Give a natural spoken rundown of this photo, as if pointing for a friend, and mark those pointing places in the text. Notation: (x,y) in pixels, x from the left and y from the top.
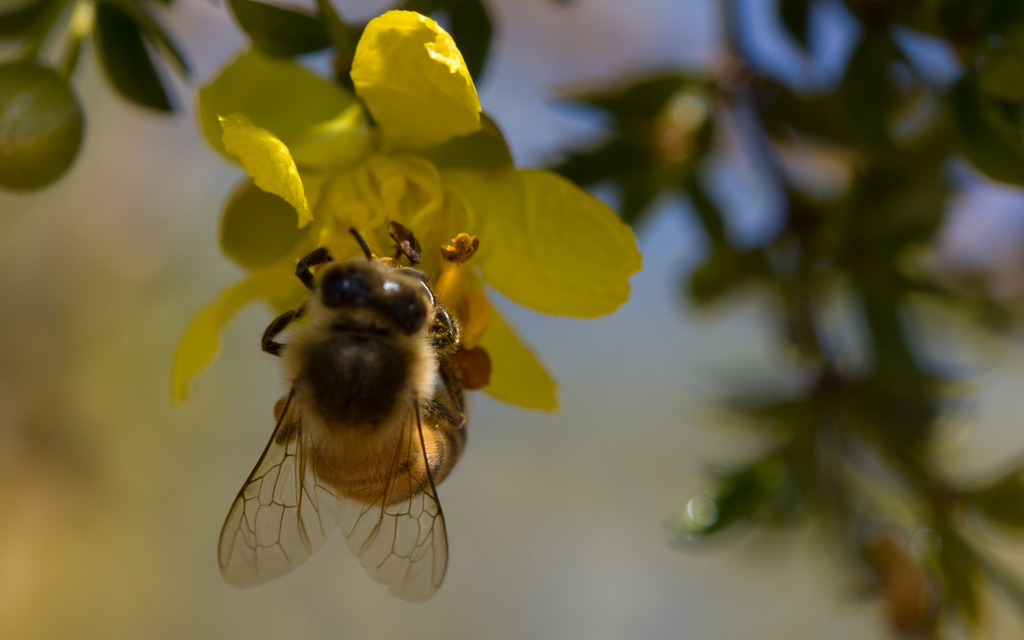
In this picture I can observe honey bee (342,409) on the yellow color flower (409,191). The background (103,196) is completely blurred.
